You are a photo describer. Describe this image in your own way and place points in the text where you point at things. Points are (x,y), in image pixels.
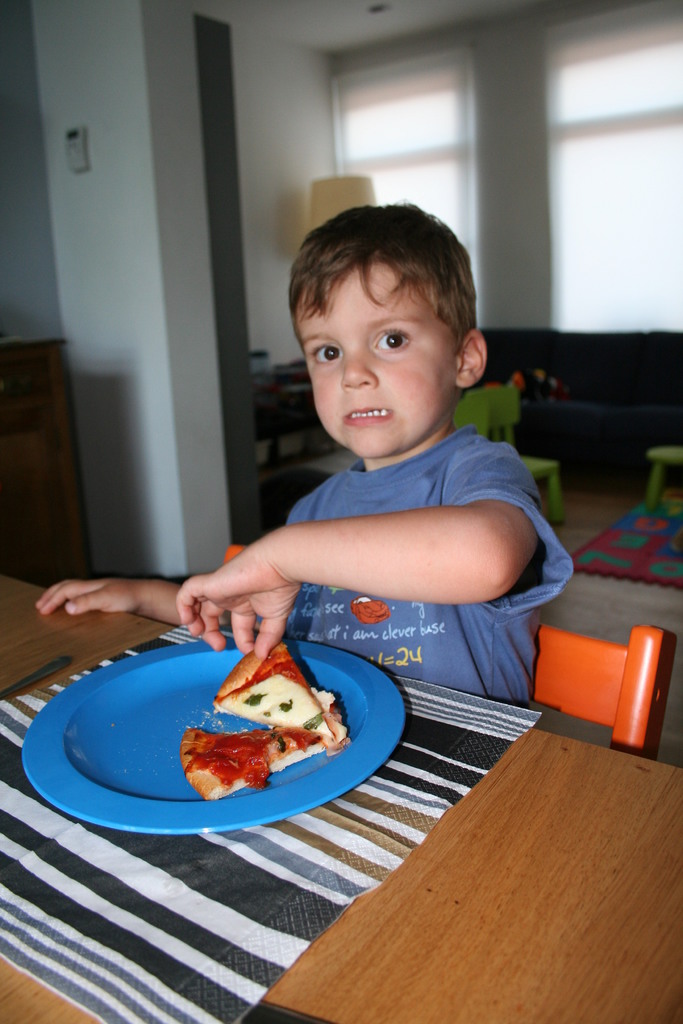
This person (509,611) sitting on the chair (639,641) and holding food (220,695). We can see plate (176,736), mat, food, spoon (62,664) on the table (455,886). On the background (510,135) we can see glass window (443,107), wall (191,286), chairs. This is floor (641,598).
